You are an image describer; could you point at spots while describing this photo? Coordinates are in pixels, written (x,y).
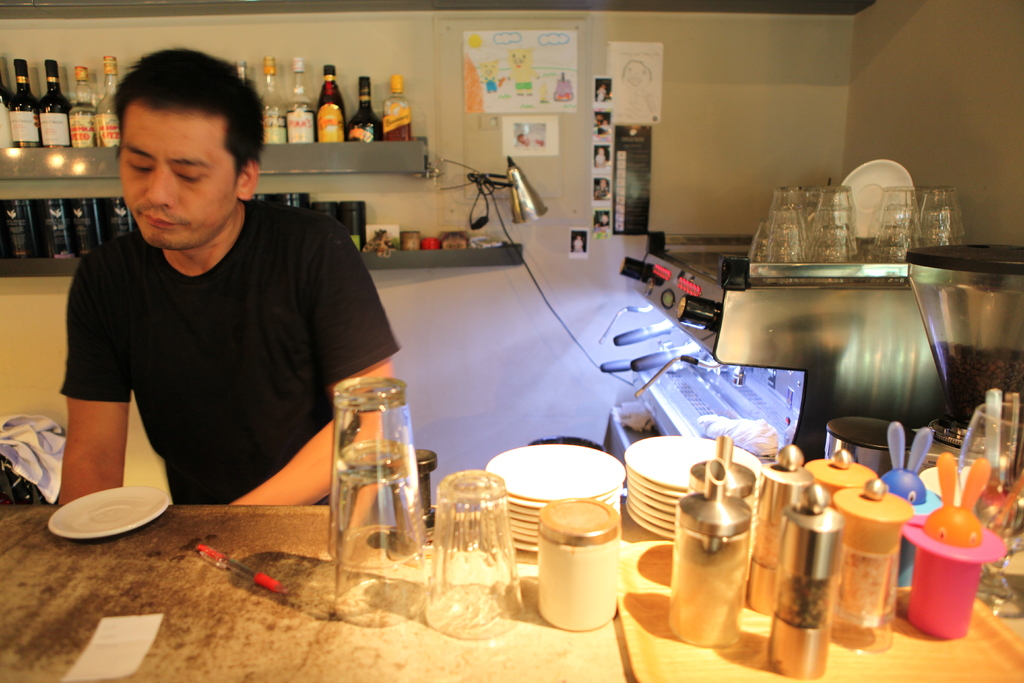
This picture shows a man (214,408) standing in front of a table (119,541) on which a plate (86,533), paper (128,642), pen (208,553), glasses (452,553) were placed. In the background (419,169) there is a shelf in which some bottles (61,115) were arranged and there is a wall (524,337) here.
